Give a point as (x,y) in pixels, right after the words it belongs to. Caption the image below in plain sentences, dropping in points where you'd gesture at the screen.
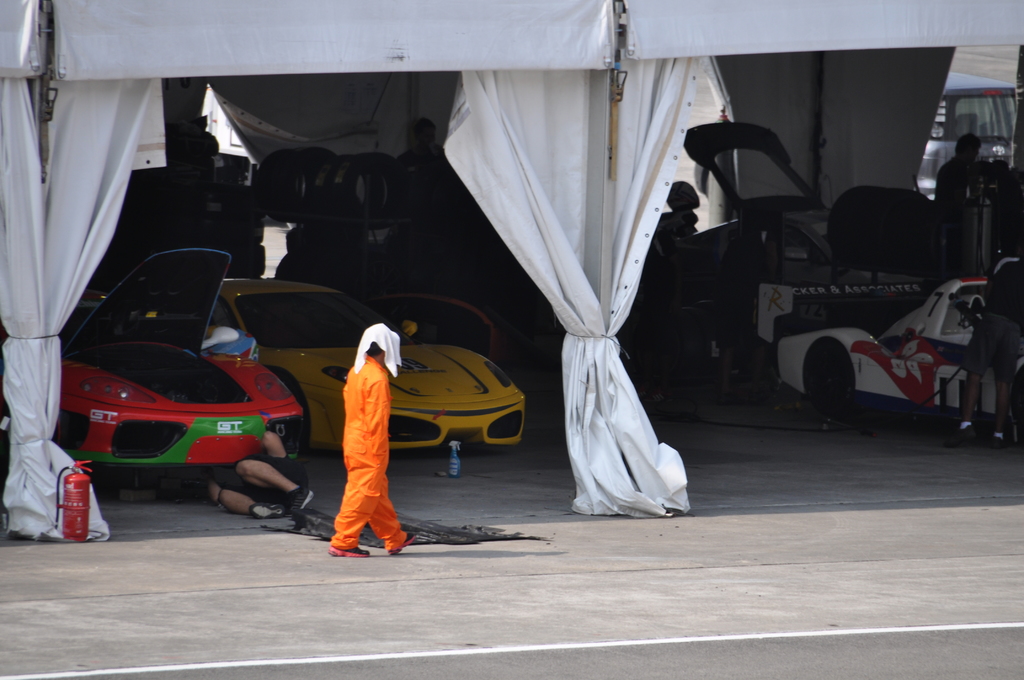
In this image, we can see a person (373,506) is walking on the road (651,585). Background (72,512) we can see a few vehicles (1013,393), peoples (268,490), fire extinguisher (86,507), rods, clothes (542,115).
